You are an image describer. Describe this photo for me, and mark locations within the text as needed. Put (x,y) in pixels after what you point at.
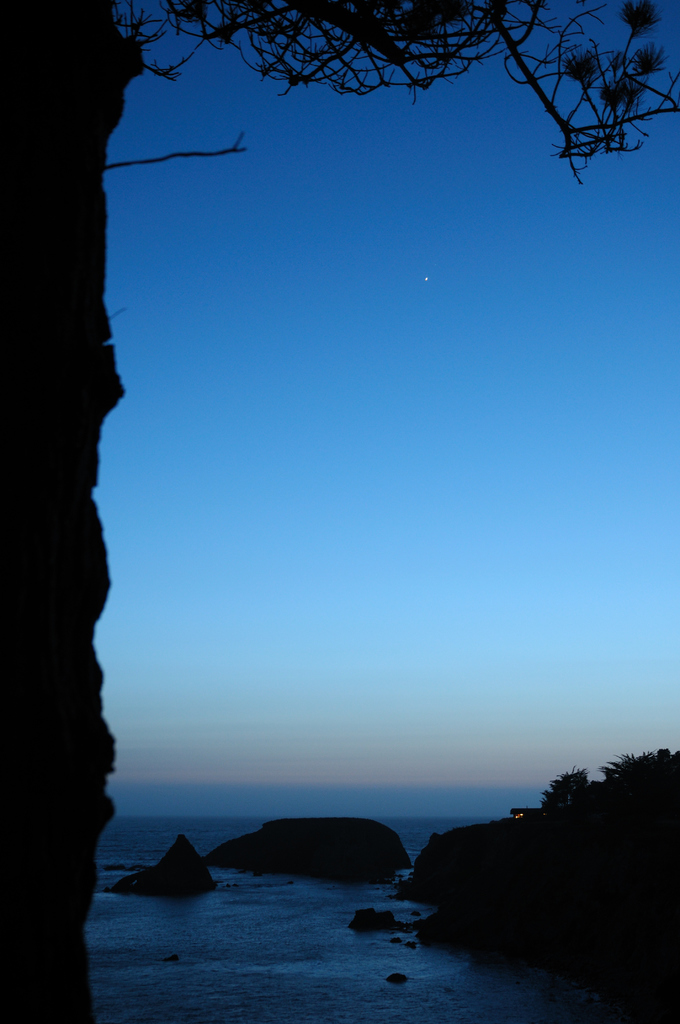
In this image we can see a tree (42,142), plants (622,805), rocks (452,857) and we can also see the sky (405,735).
